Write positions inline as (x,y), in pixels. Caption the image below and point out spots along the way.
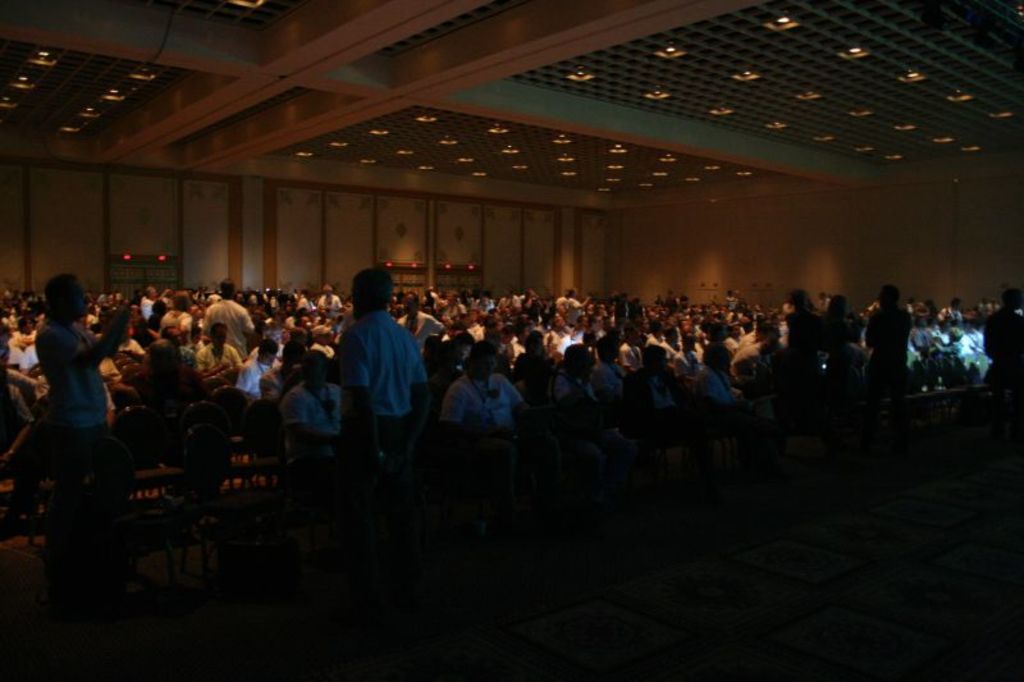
In this image we can see many people (630,385) sitting on the chairs (263,400). We can also see a few people (405,330) standing on the floor (265,607). We can also see the wall (431,224), lights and also the ceiling (729,109) with the ceiling lights (960,98).
